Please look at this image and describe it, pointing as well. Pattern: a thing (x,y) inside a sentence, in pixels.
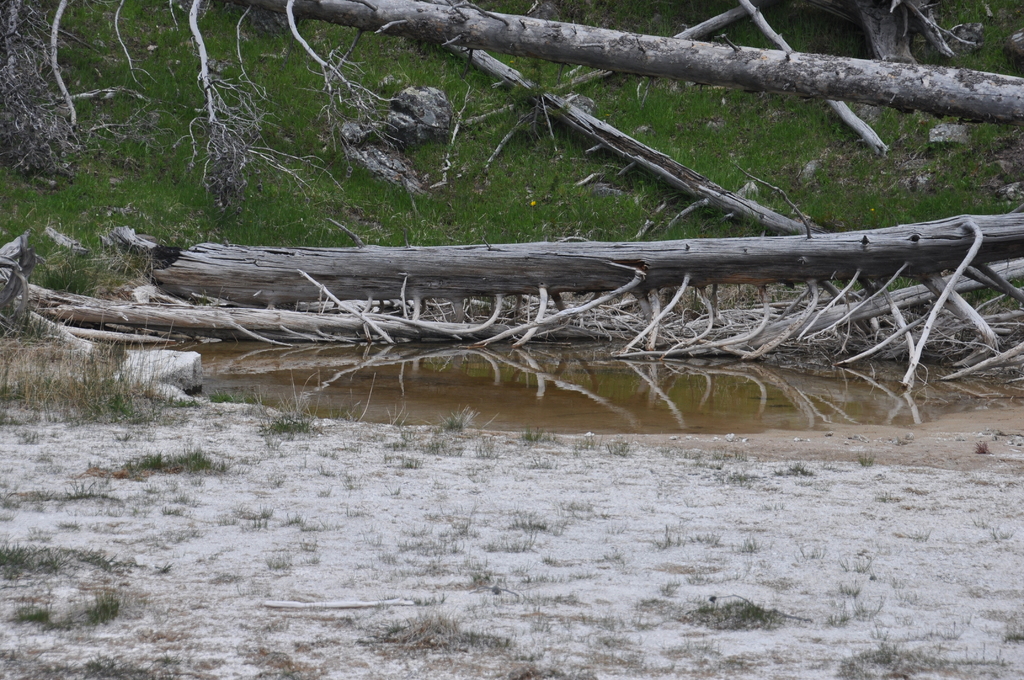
In this picture we can see grass (566,173), branches (562,57). Here we can see water (556,421).
